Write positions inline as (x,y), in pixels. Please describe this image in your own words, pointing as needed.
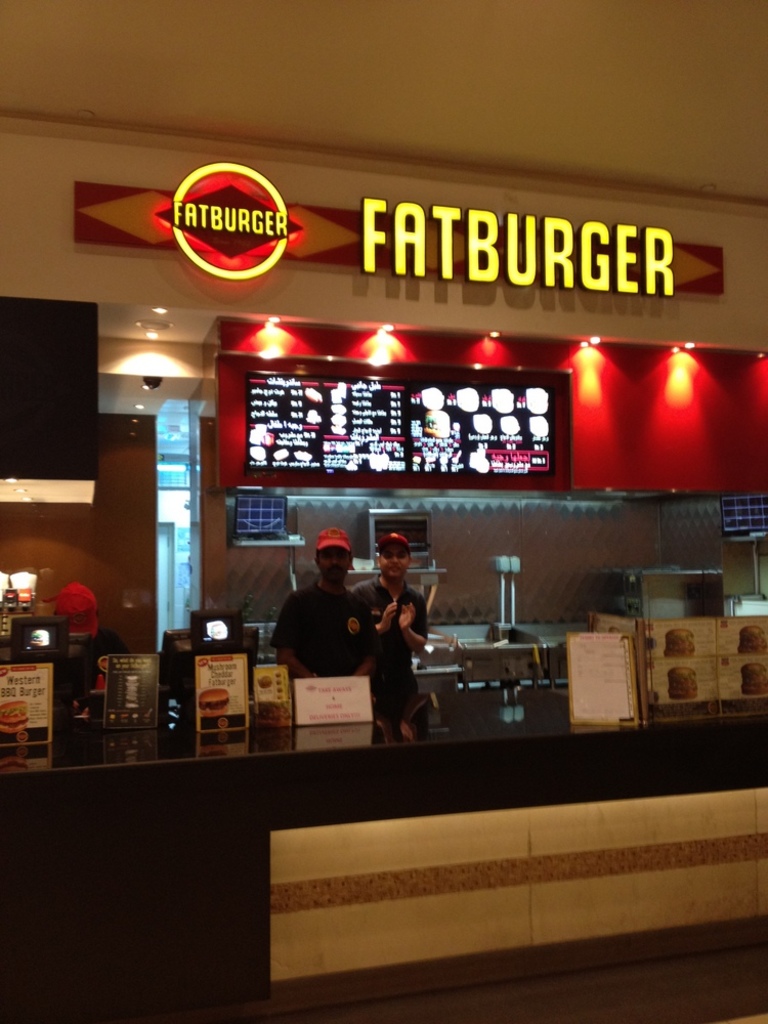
In this image there is a food stall (231,569) in that stall (189,598) there are two persons (346,636) standing, in front of them there is a table (333,765), on that there are objects (49,735), in the background (221,448) there is a wall (471,504) to that wall (167,298) there is some text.
